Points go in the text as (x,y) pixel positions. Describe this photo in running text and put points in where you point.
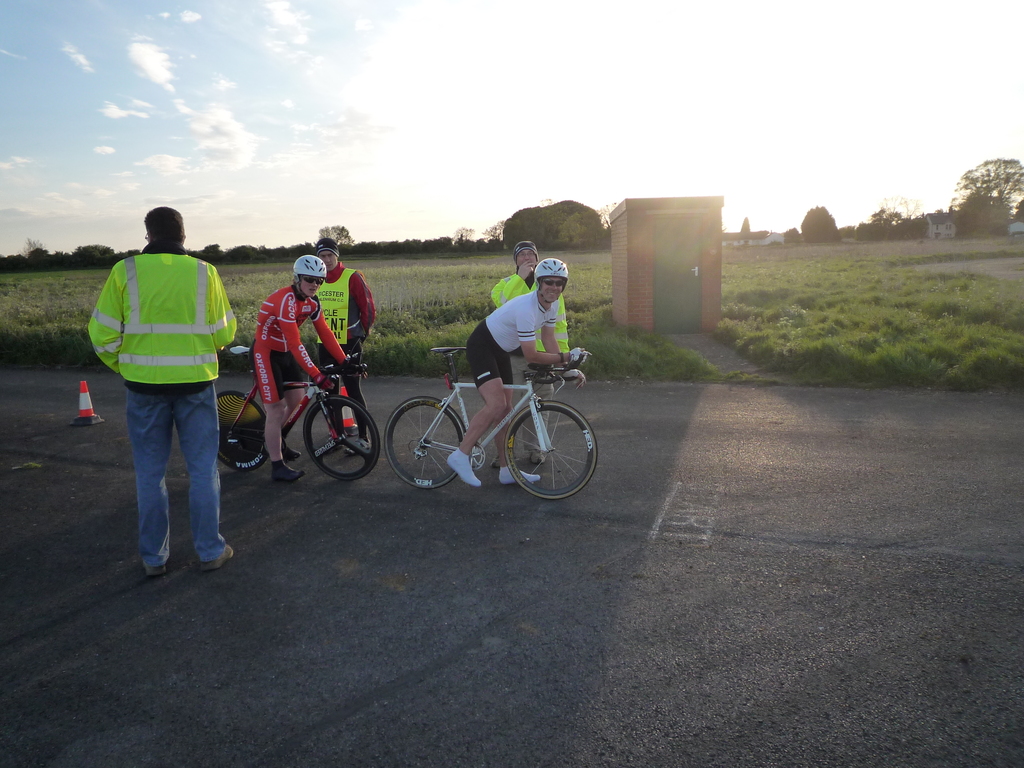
In this image in the center (501,359) there are two persons (259,359) who are sitting on a cycle (554,369), and they are wearing helmets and in the background (497,291) there are two persons (346,294) and in the foreground (153,362) there is another person (151,348). At the bottom (514,628) there is a road (782,424), in the background (542,254) there is grass (365,272) and some trees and one house (665,239). On the top of the image (537,132) there is sky (722,118).
